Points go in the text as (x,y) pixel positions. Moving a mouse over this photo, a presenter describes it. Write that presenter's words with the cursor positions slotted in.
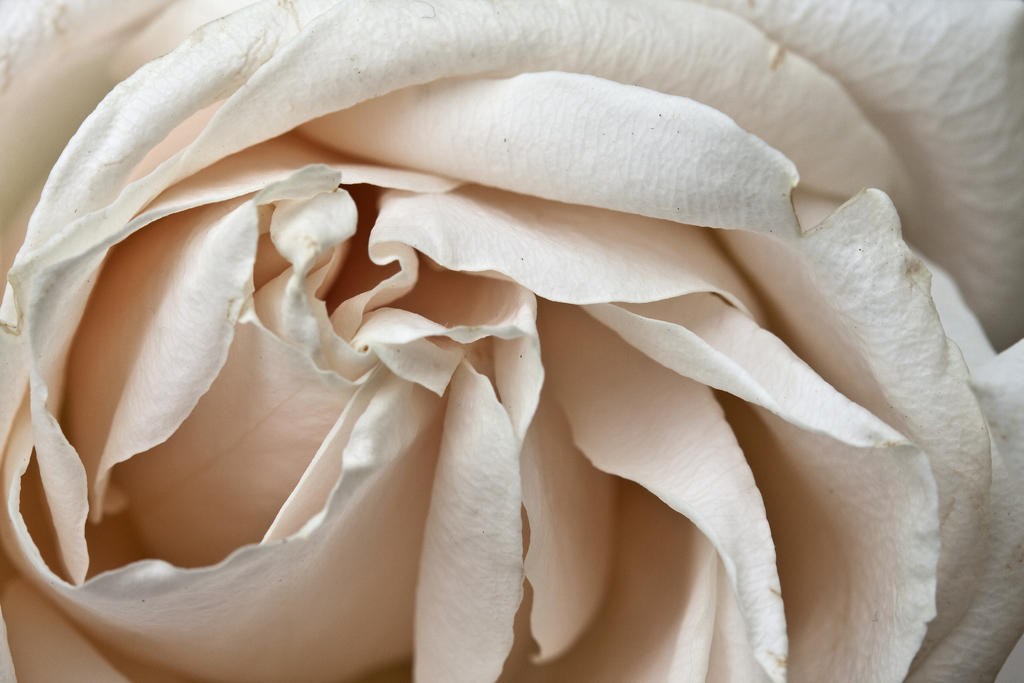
In the picture there is a flower (819,210) present.
